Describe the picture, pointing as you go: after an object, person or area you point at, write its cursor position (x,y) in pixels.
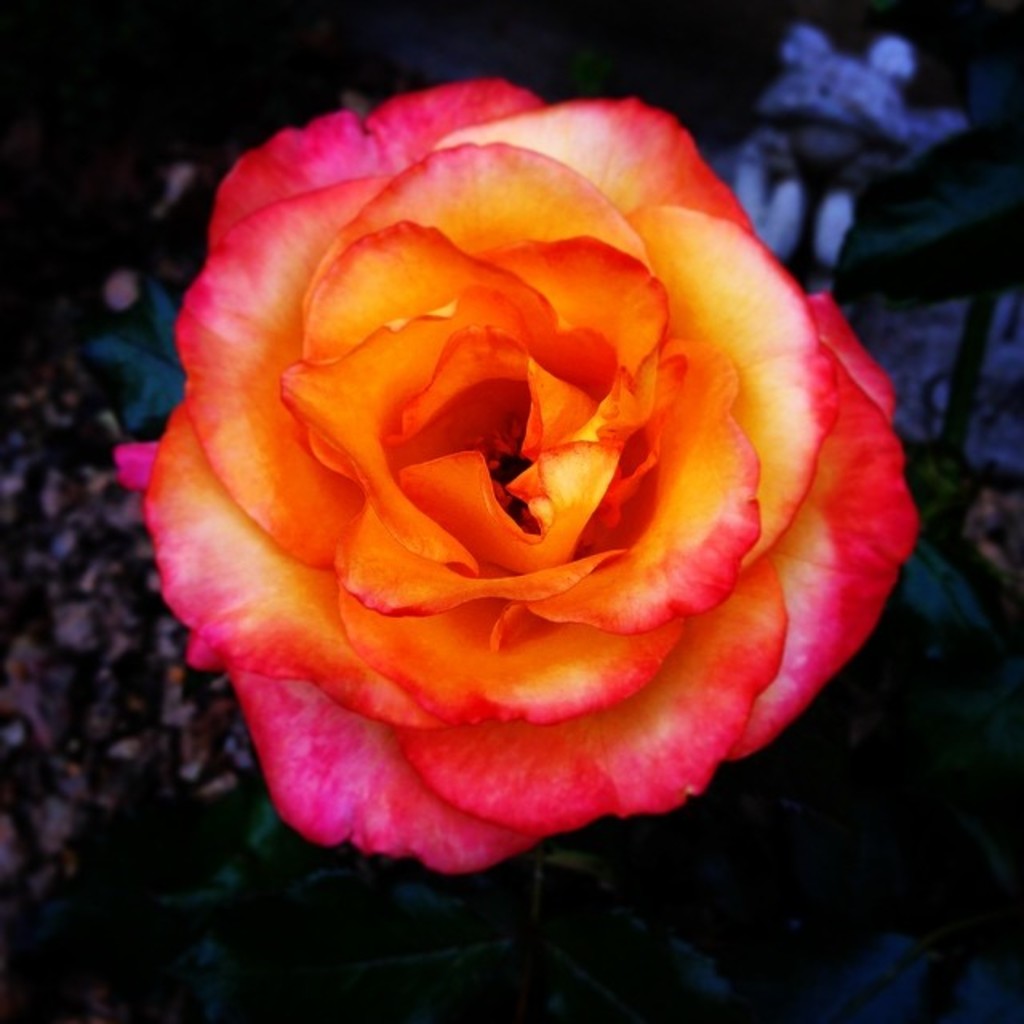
In the picture there is an orange and pink rose flower (464,605) to a rose plant (511,887).
